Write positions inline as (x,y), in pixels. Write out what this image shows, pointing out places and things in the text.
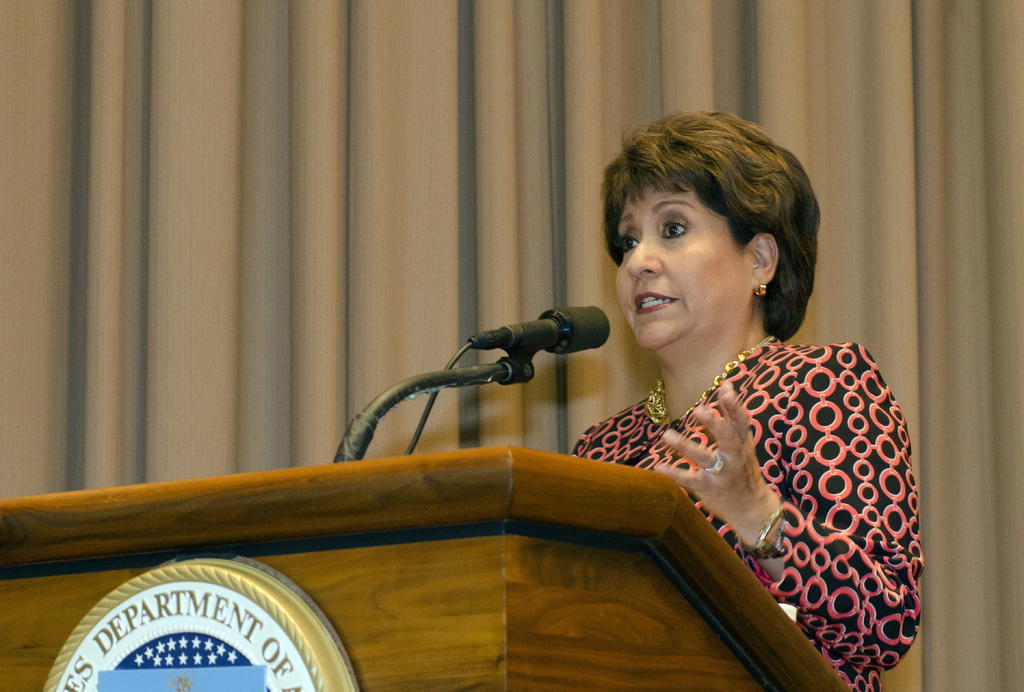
In the image we can see a woman (874,518) wearing clothes (822,554), wrist watch (770,544), finger ring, earring (758,294), neck chain (656,397) and she is talking. In front of her there is a podium (530,529) and a microphone (539,338). Here we can see cable wire (449,364) and curtains (315,350).
